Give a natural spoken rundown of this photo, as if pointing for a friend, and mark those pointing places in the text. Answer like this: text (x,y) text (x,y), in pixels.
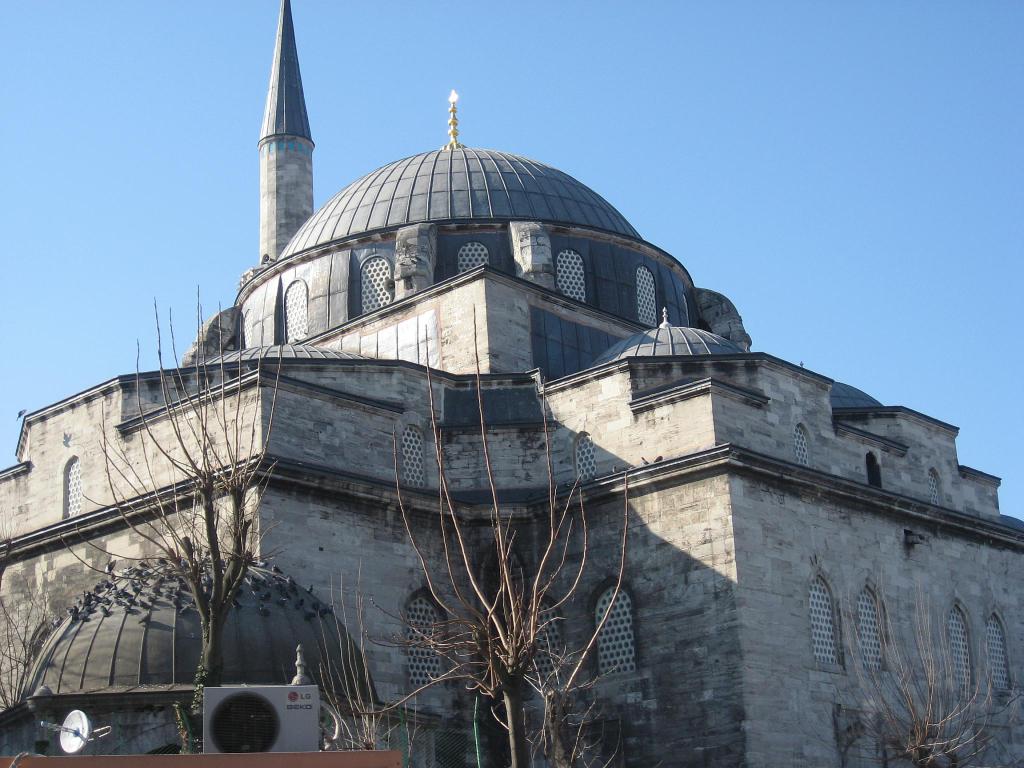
In the image there is an architecture (471,522) and in front of the architecture (345,558) there are dry trees (199,663).
